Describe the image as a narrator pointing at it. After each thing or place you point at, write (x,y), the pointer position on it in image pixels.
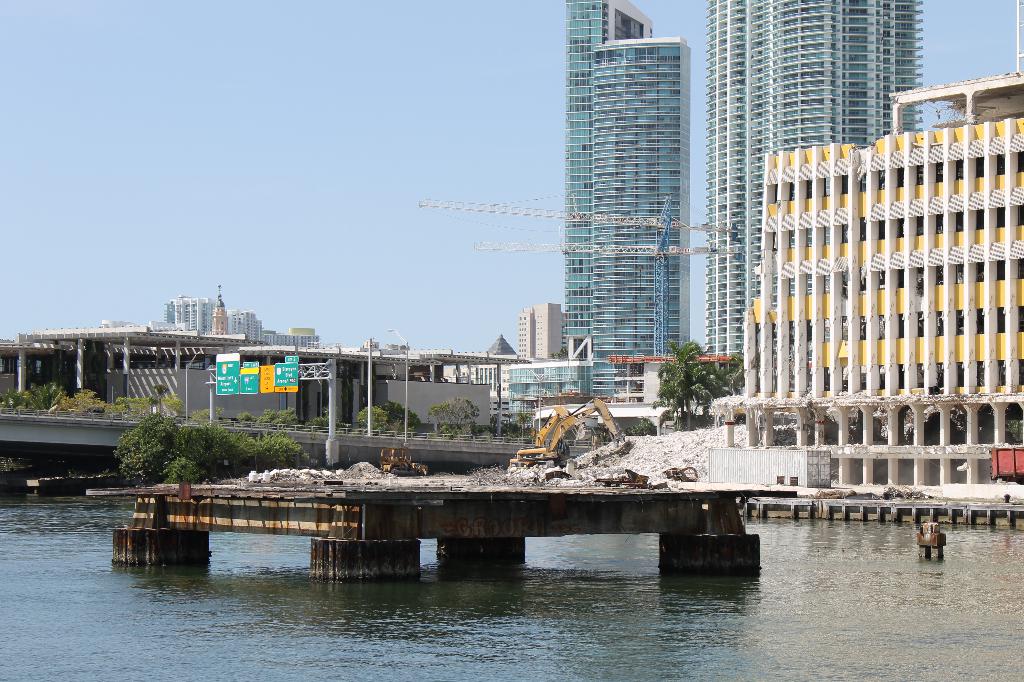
In this image there is water (429,557). There is a stage (495,503) in the middle of the water (882,588). There are trees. There are tall buildings (641,334). There is an excavator (518,463). There is a sky (473,283).
